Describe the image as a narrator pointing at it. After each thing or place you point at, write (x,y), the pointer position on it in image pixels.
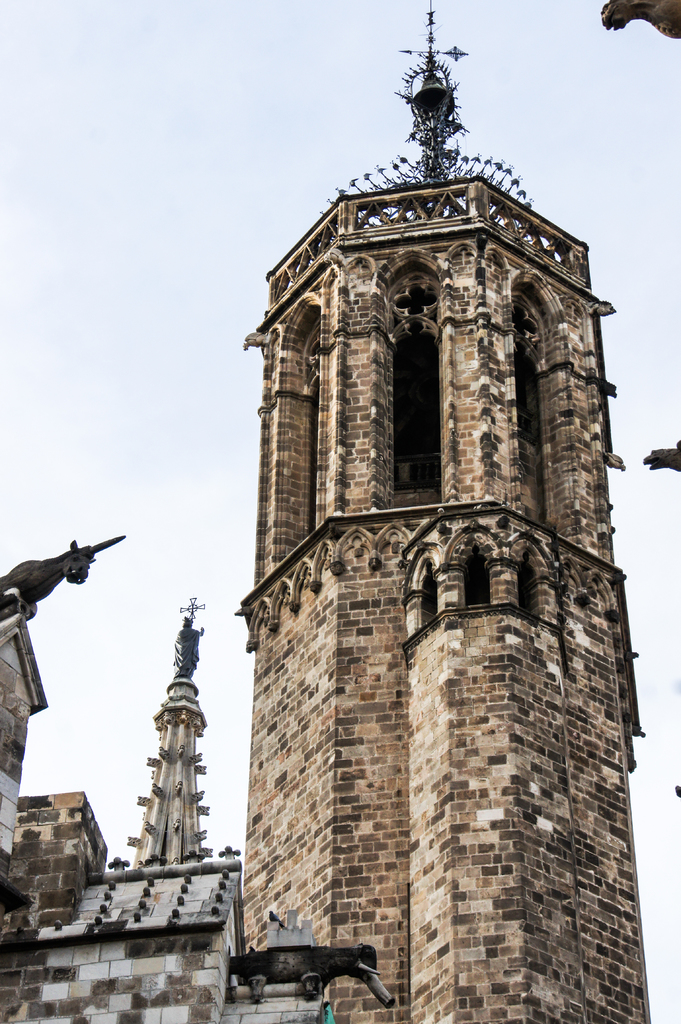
In this image there are buildings (336,676), on top of the buildings (351,680) there are statues (79,567).
